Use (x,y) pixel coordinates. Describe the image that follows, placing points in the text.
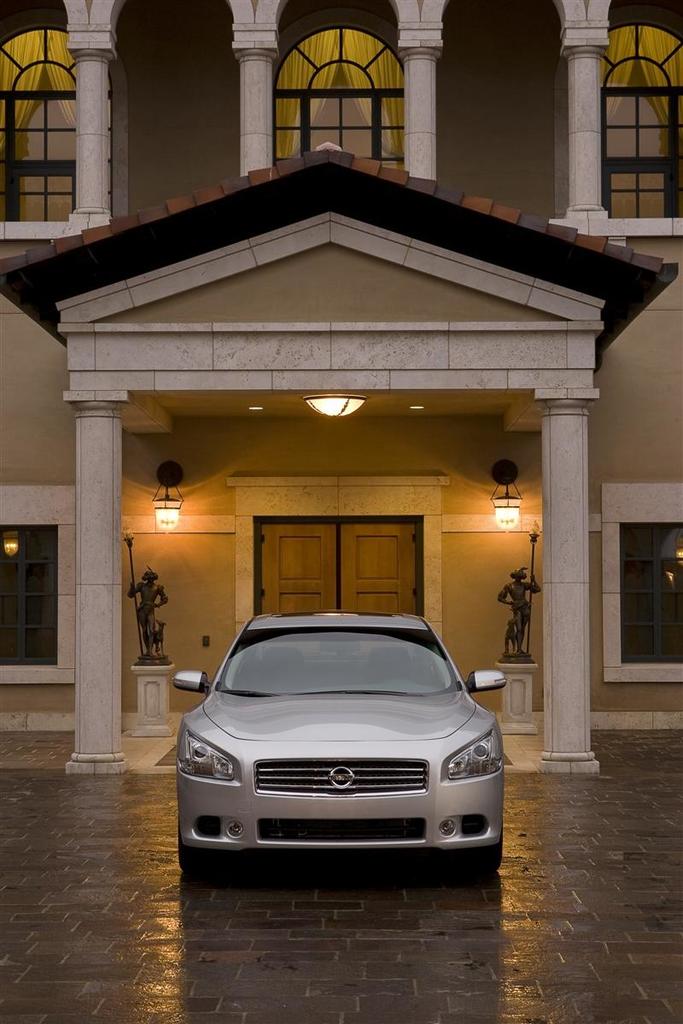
In this picture I can see the path (671,966) in front (650,846), on which I can see a car (326,664) and I can see a building (404,583). In the center of this picture (339,414) I can see the lights (348,410) on the wall (184,454) and on the ceiling (227,395) and I can see 2 statues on both the sides.
